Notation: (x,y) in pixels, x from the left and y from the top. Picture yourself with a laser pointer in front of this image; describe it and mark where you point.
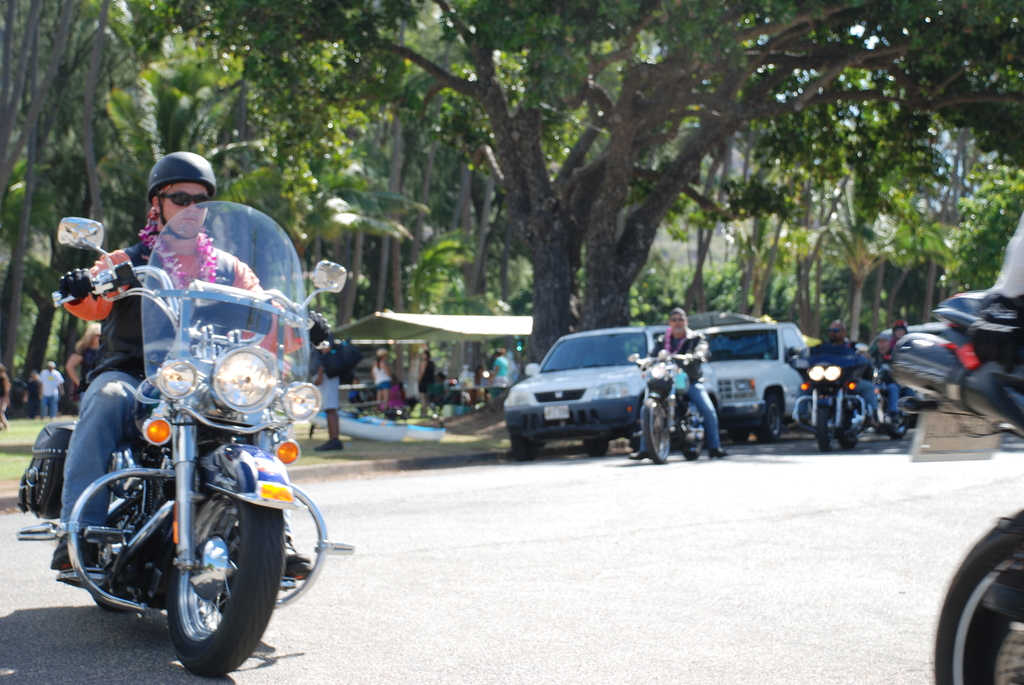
In this picture, it seems to be a road side view and there are bikes (307,302), cars (553,375) on the road (721,535) and there are some trees (399,172) around the area of the image.
